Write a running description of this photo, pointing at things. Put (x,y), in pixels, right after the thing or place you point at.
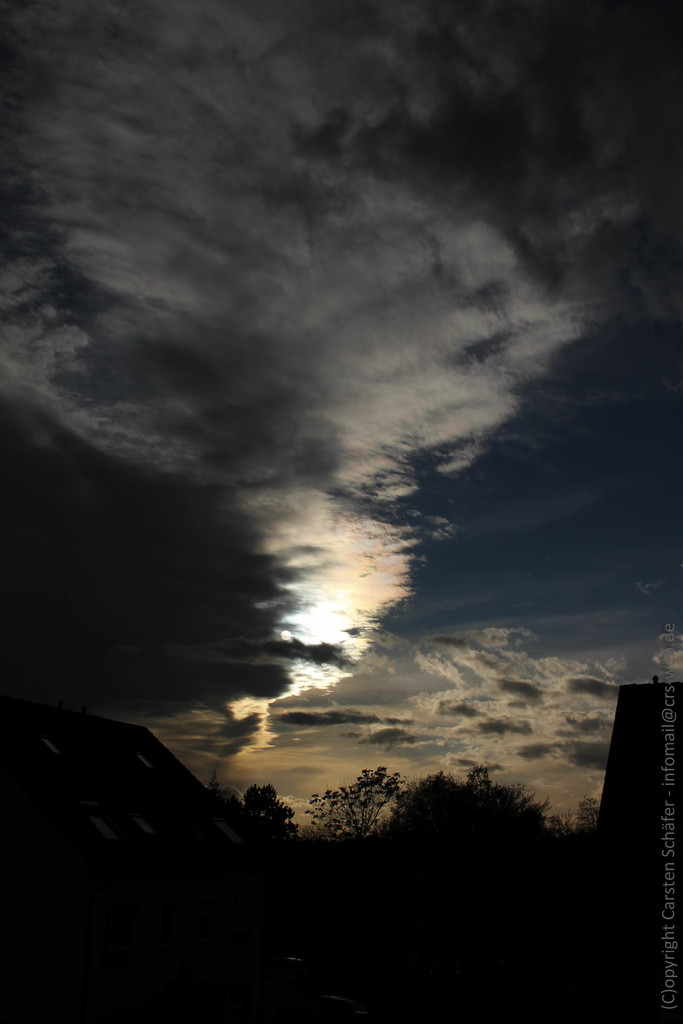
In the image in the center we can see trees (312,821) and house (123,799). On the right side of the image (671,664), there is a watermark (678,955). In the background (300,226) we can see the sky (334,313) and clouds (397,403).
